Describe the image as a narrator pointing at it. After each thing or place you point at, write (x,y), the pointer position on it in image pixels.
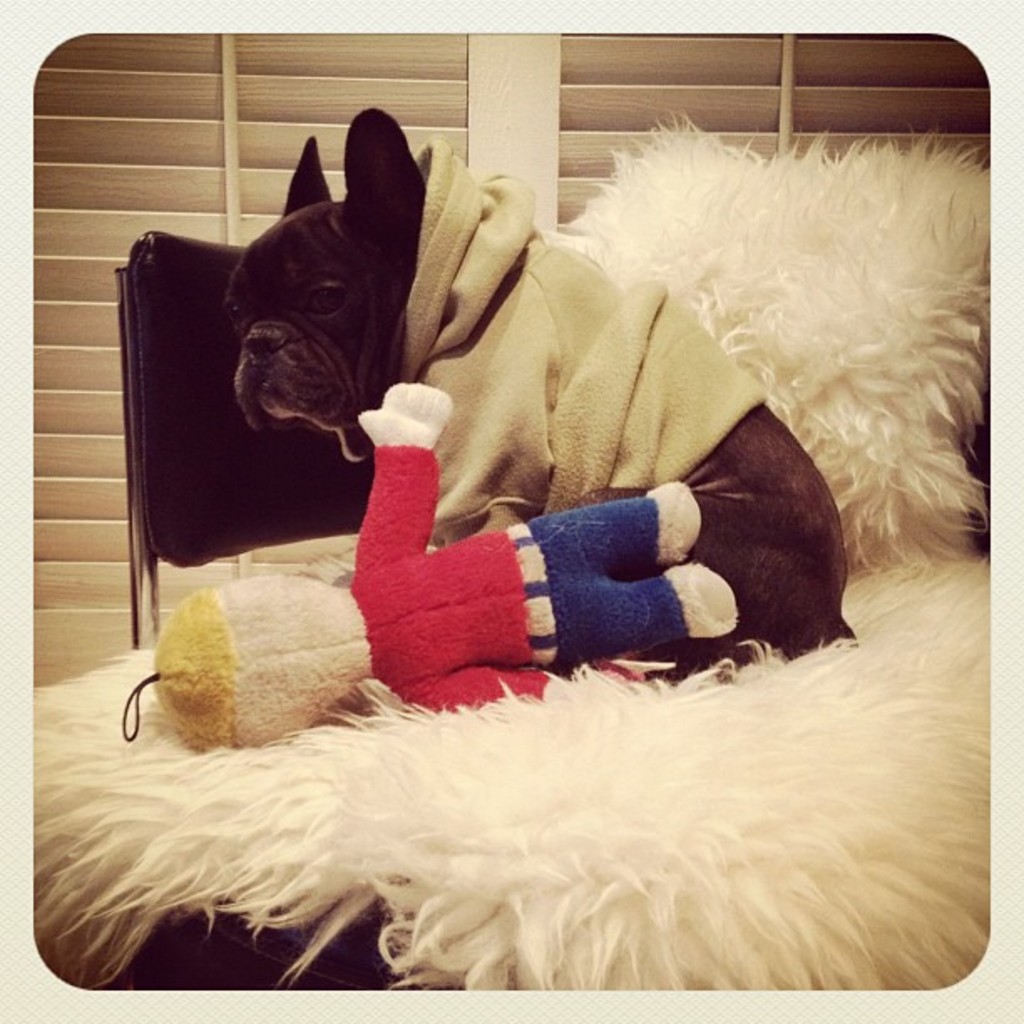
In this image there is a chair (211,498), on that chair (206,480) there is a dog (521,332), toy (599,524) and a fur cover (842,422), in the background (127,175) there is a shutter (242,74).
